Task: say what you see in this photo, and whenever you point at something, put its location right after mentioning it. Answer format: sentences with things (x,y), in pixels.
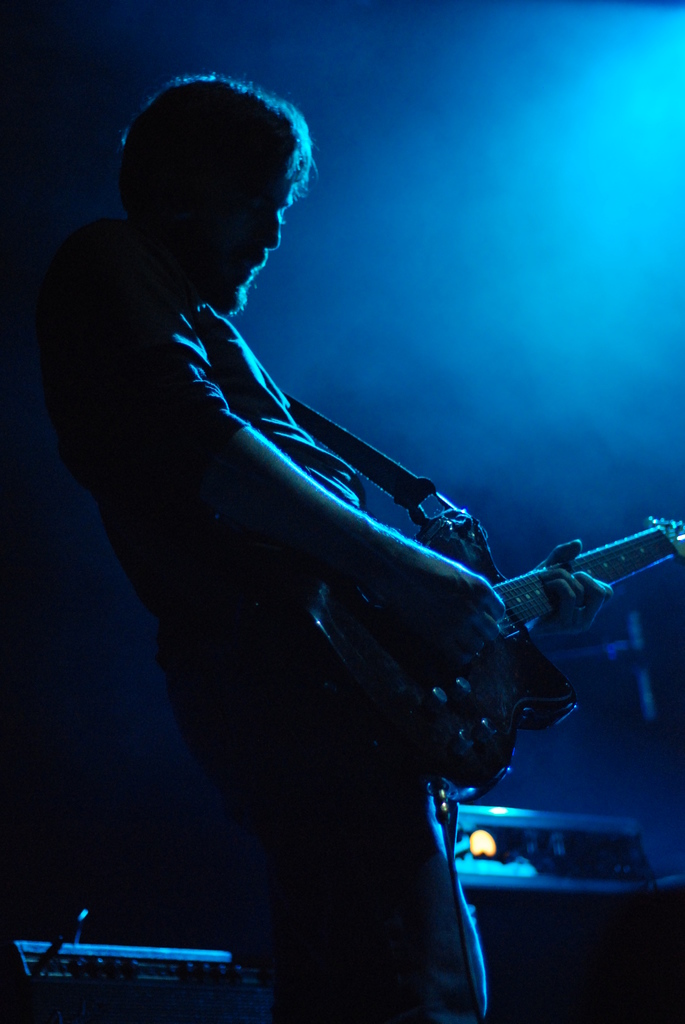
In this image we can see a person (325,718) playing guitar (377,646). In the back (120,968) there are few objects (555,838). In the background (496,151) it is blue.
